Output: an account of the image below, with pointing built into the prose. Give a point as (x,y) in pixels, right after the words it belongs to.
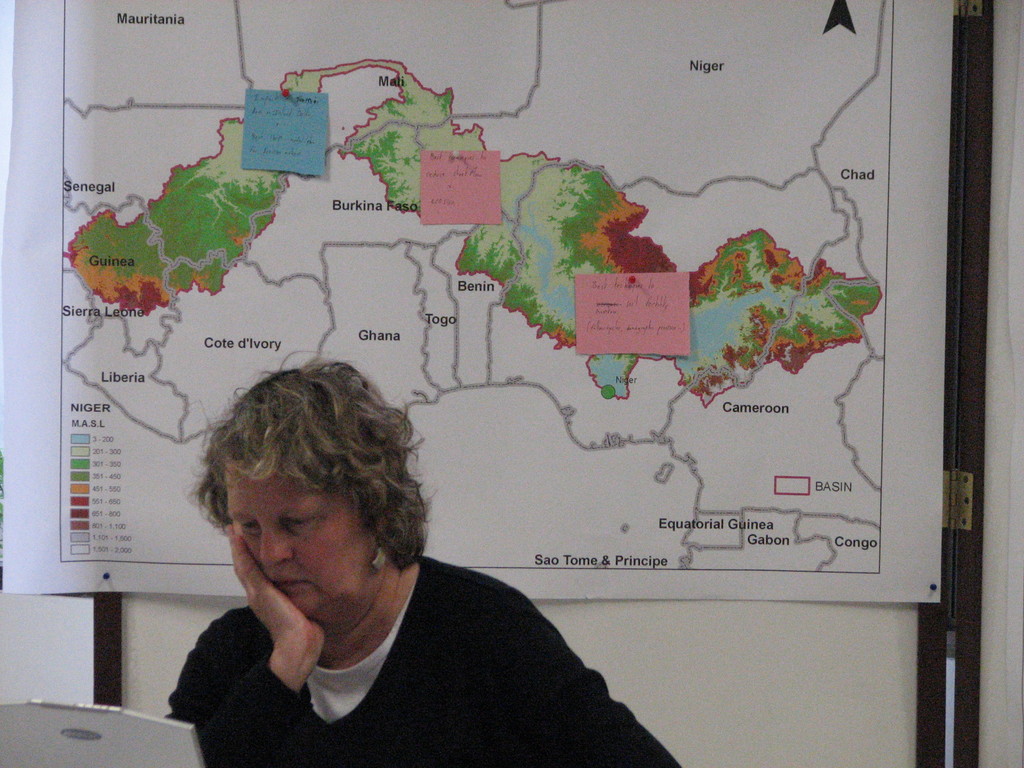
In the image there is a woman (293,556) and behind the woman (301,720) there is a map (705,382) kept in front of a wall (847,655).
